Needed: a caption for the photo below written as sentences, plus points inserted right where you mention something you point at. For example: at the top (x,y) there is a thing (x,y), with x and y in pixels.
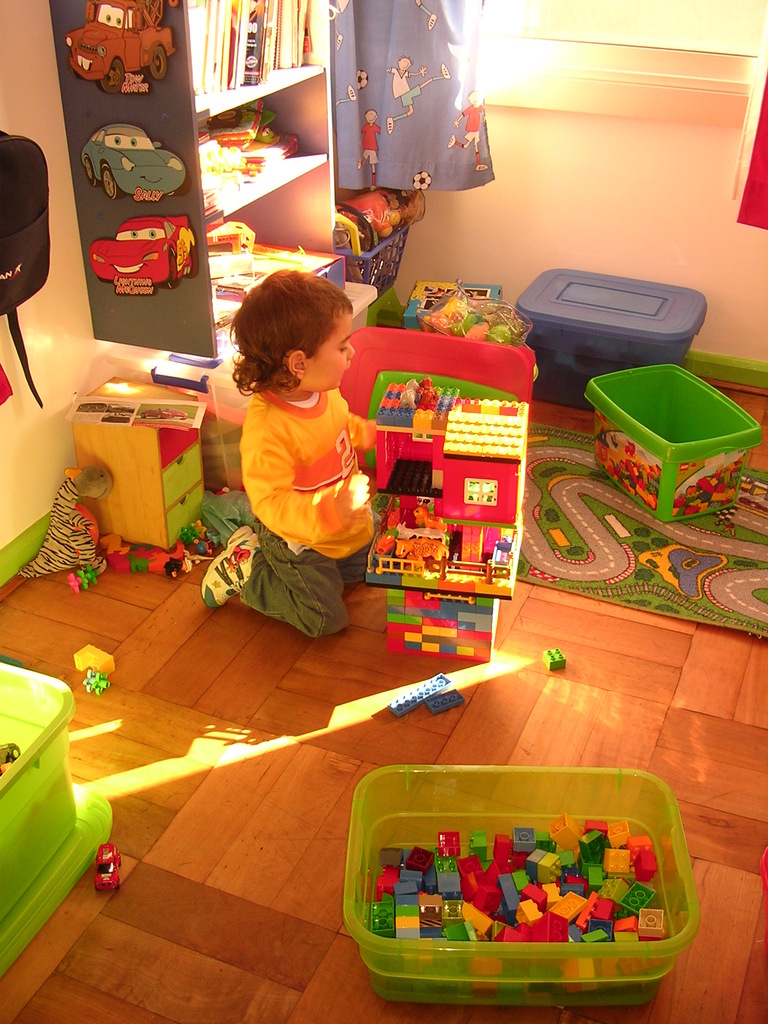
In the image we can see a baby (303,456) wearing clothes (300,460) and shoes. Here we can see toys (463,526), plastic containers (432,774) and curtains (460,75). Here we can see books (204,75) kept on the shelves (200,103), the wall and the window (519,86).
